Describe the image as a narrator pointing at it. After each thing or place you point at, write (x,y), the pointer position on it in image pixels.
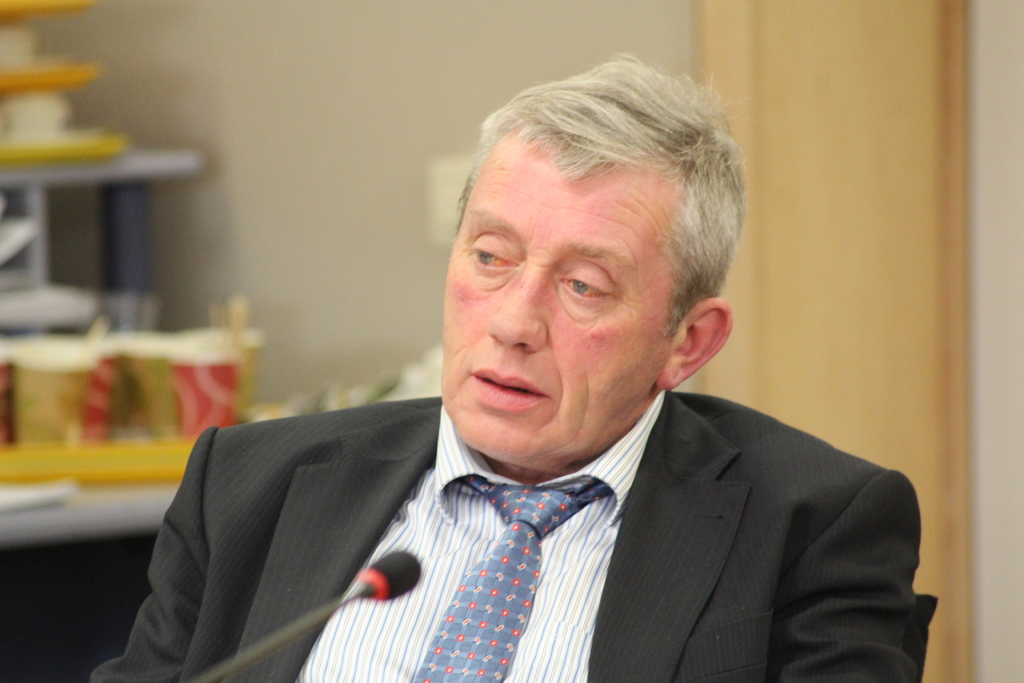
In the center of the image (466,369) we can see a person (515,413) is there. In the background of the image (336,195) we can see a wall (999,71), door (853,130), glasses (90,349) and some objects (31,202) are present. At the bottom of the image (356,588) a mic (244,666) is there.
